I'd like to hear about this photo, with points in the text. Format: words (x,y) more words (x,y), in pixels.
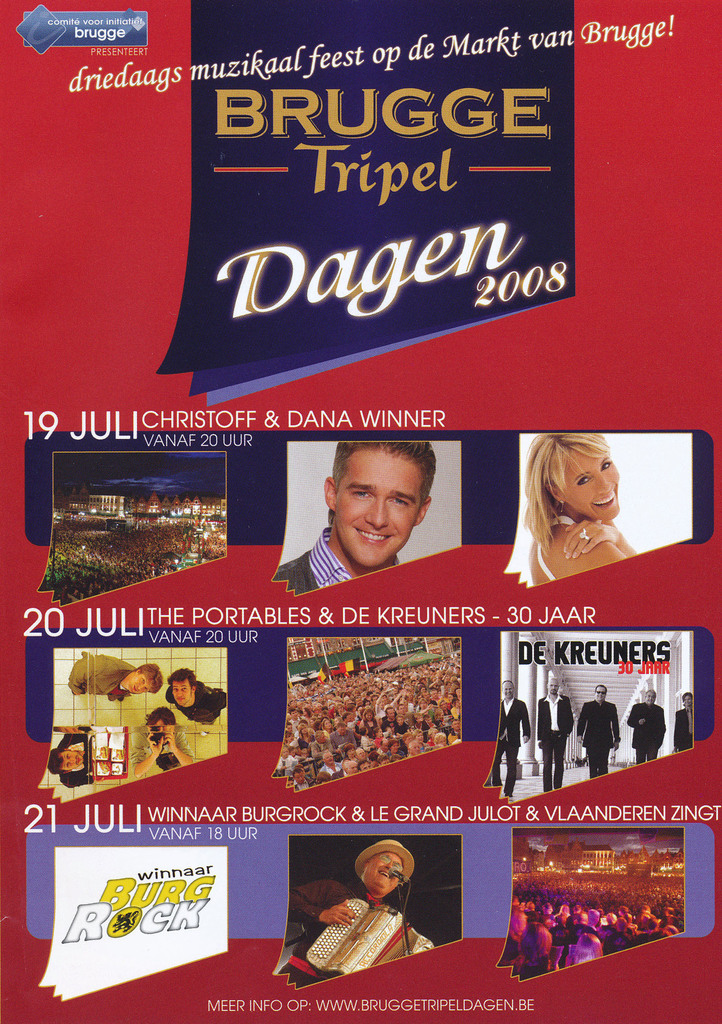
In this picture we can see a poster (202,975). Many people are visible in this poster (197,881).
